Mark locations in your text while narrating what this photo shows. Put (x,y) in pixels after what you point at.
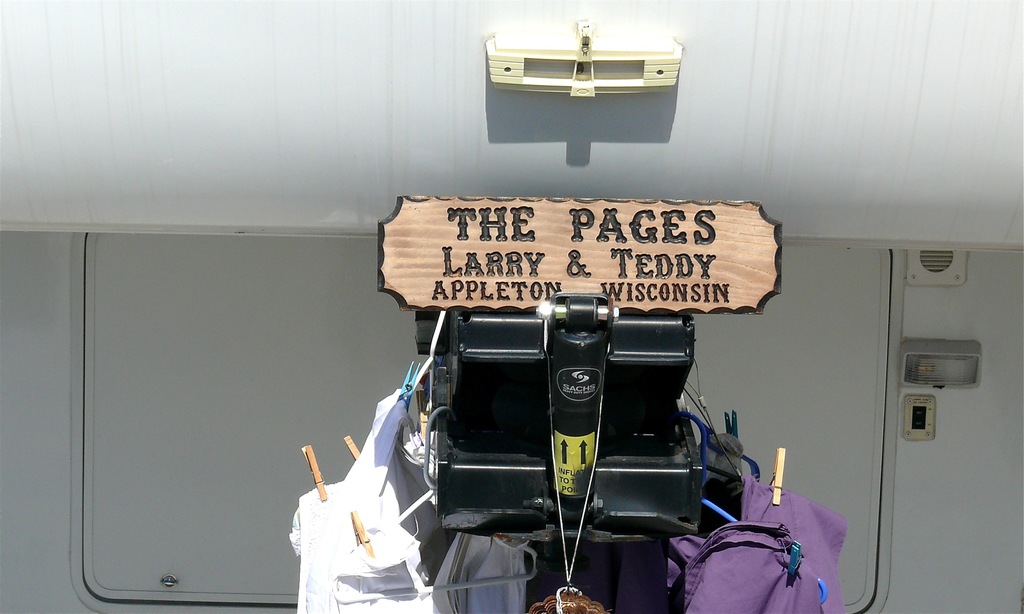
In the background (524,57) we can see the metal panels (790,190) and objects (629,492). In this picture we can see clothespins (373,557) and objects (645,362). We can see a board (699,248) with some information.
